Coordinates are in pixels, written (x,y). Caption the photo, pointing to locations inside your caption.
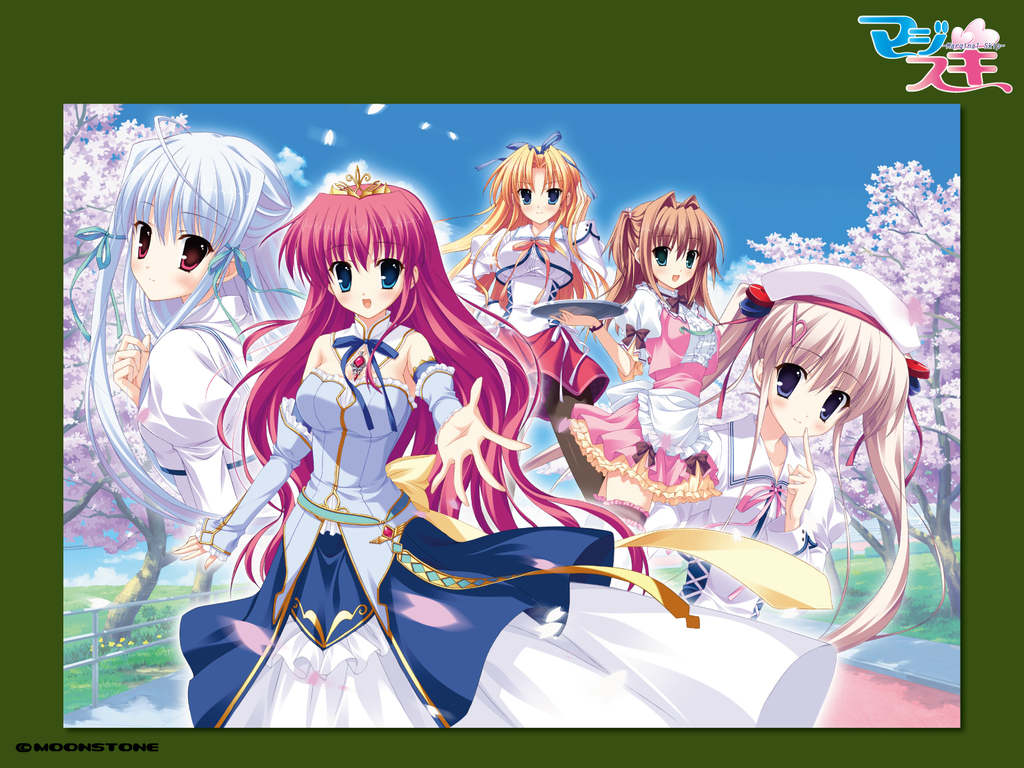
This is a cartoon picture of a group of five girls (548,411) standing and the colour of the girls hair (200,200) was different from each other. There are five colours. One is white, the second one is maroon, the third one is orange, fourth one is in brown colour and the fifth one is skin coloured hair (846,368). Behind them there is a tree (915,255). And in the background (401,152) we can observe sky (724,150).
